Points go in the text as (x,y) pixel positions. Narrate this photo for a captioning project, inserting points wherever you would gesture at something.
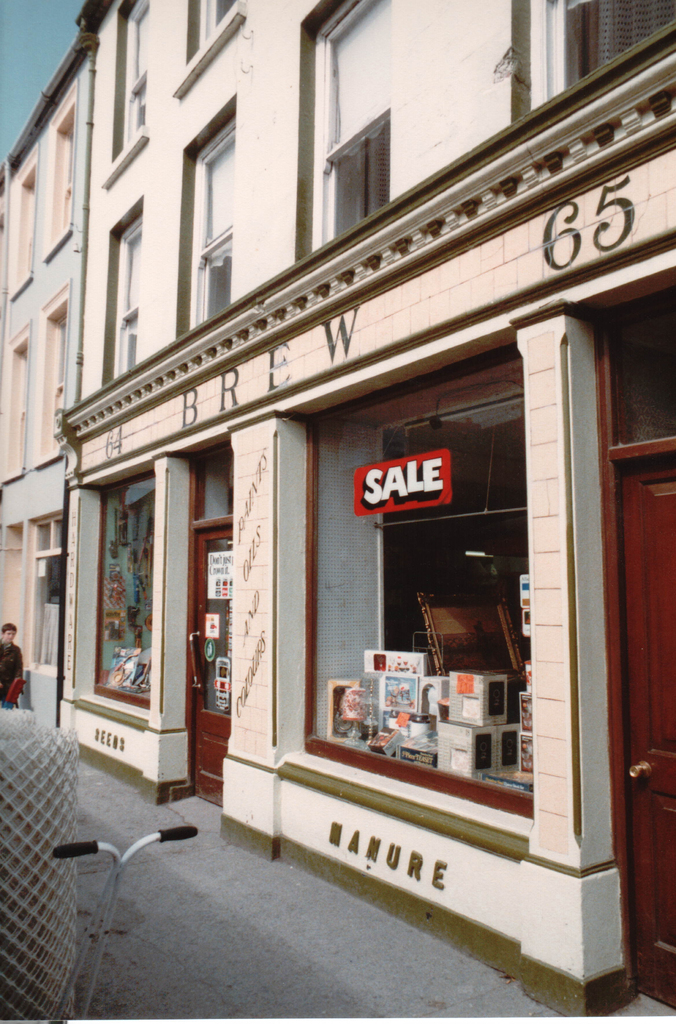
In this picture we can observe a building (71,284). There is a store (257,706). We can observe a person (5,662) in this path (149,831). In the background (29,57) there is a sky (42,59).
